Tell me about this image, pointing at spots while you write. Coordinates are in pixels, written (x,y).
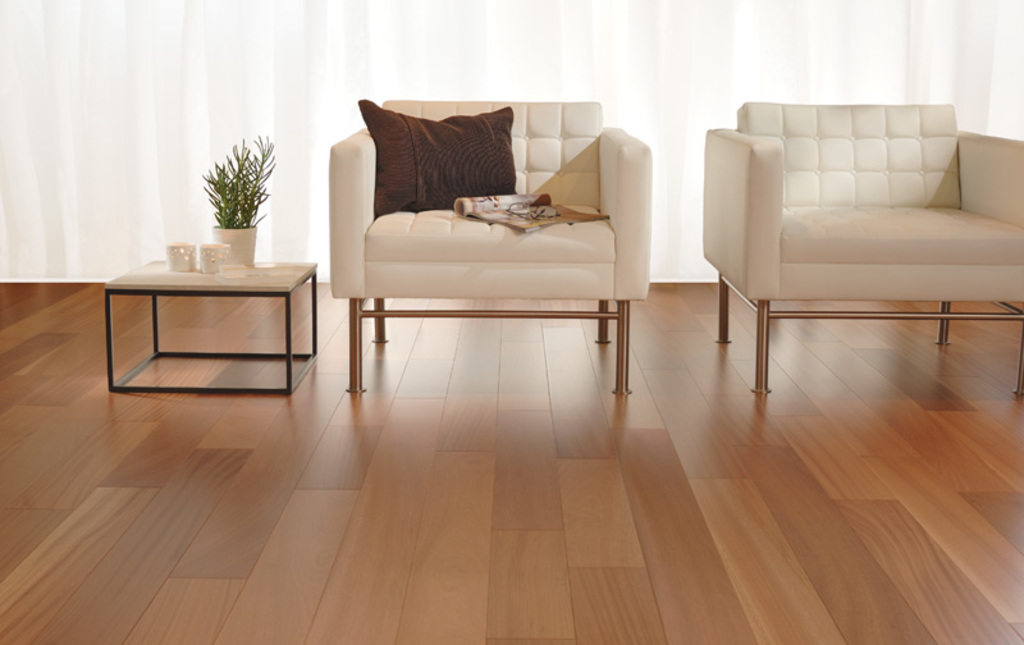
In the image we can see there are two chairs (744,180) and on one chair (564,173) there is pillow (478,166) and on the table (192,274) there is plant (234,218) in a pot (234,244).
